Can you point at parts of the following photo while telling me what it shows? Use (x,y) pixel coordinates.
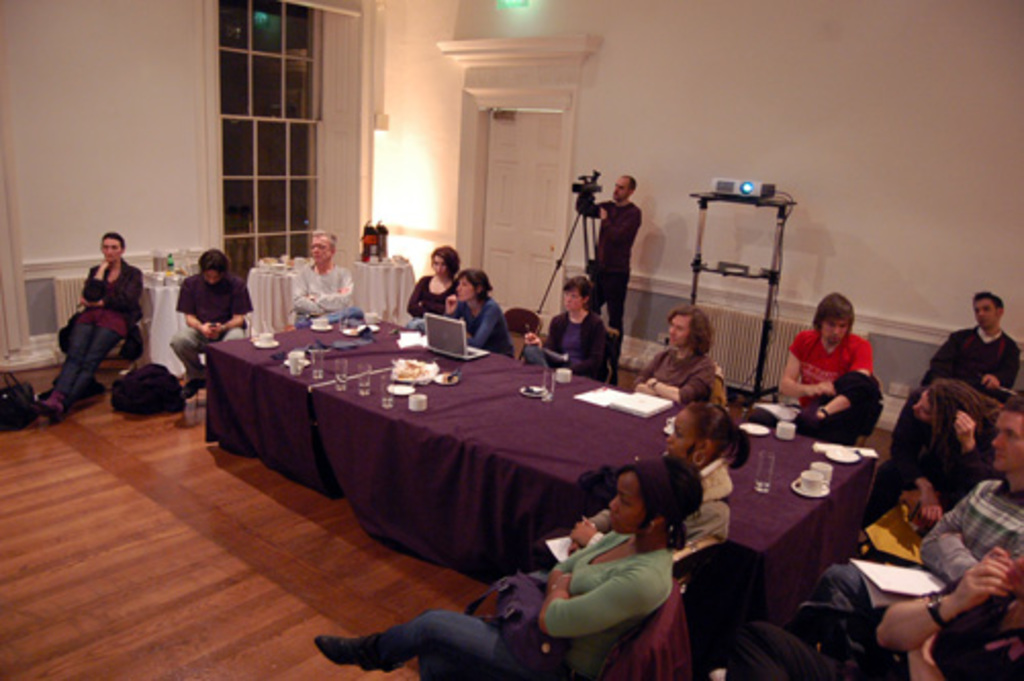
In this picture, there is a floor (288,626) which is in brown color, there is a table (230,446) which is covered by a purple color cloth (463,415), there are some glasses (362,380), plates (442,381), there is a book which is in white color kept on the table (578,421), there is a laptop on the table (607,421), there are some people (674,353) sitting on the chairs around the table (306,331), in the background (746,294) there is a white color wall (801,245) and there is a man (623,204) standing and he is holding a camera (580,193) which is in black color, there is a white color door (524,221).
